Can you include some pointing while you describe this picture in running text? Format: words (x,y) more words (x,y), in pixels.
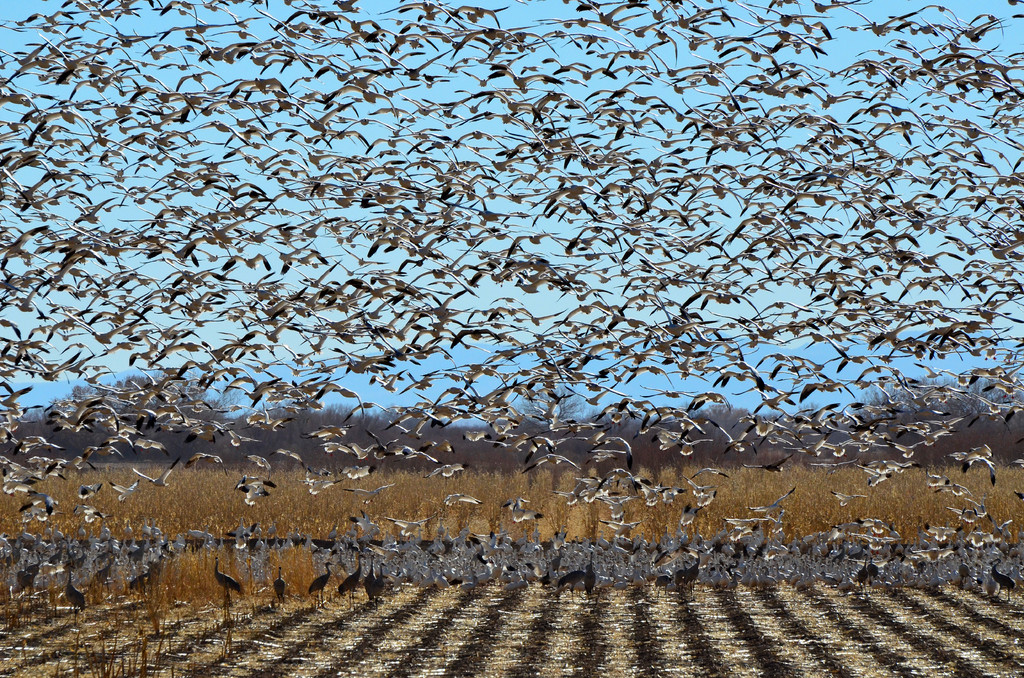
In this image we can see there are many birds (454,237) flying in the sky (444,359) and many birds (478,575) standing on the ground (590,612). At the back (296,483) there are plants (435,490) and trees (495,455).
